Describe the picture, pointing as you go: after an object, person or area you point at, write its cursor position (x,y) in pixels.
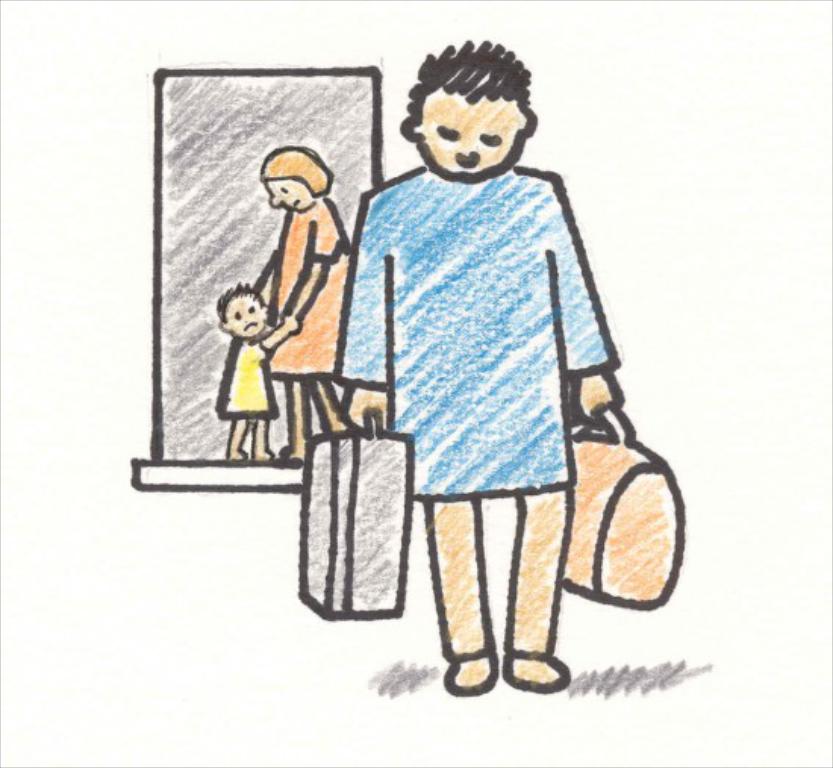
This image is a painting in this painting we can see a man (526,663) standing and holding bags (307,470) in his hand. In the background (331,355) there is a lady (321,351) and a kid (257,369). We can see a door (171,398).
